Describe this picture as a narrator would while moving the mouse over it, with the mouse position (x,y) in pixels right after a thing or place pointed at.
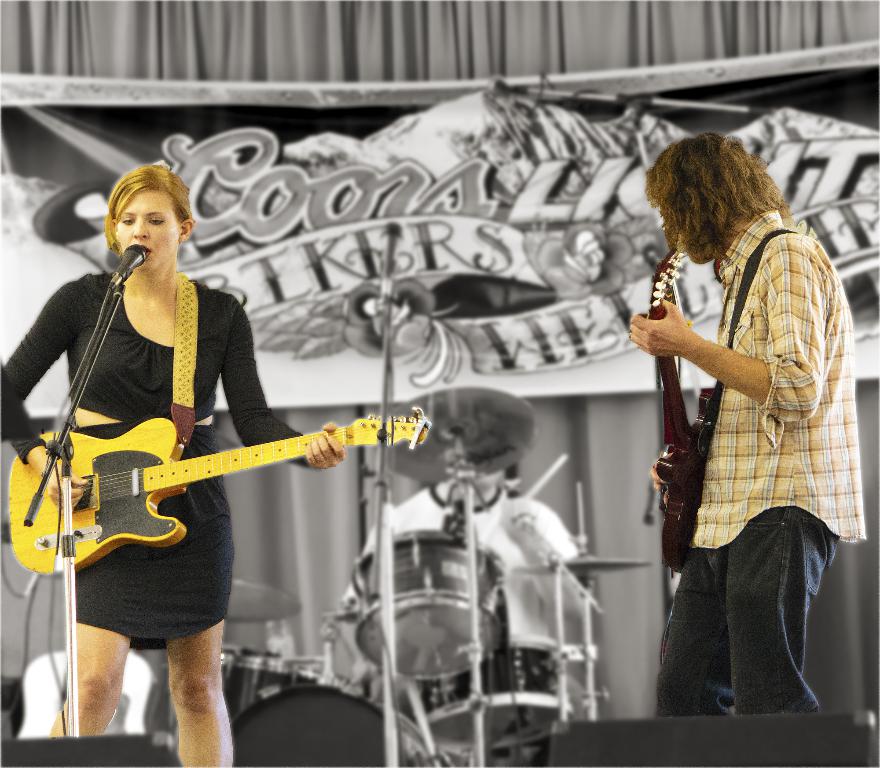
In the image there is a woman (150,322) with black dress (120,589) singing on mic (134,271) while playing with guitar (155,461), beside her there is a man (762,275) with guitar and in the background (488,535) there is a person (444,517) playing drum (233,691). Above that there is a banner (439,236), at the whole background (335,40) there is curtain (503,72).
